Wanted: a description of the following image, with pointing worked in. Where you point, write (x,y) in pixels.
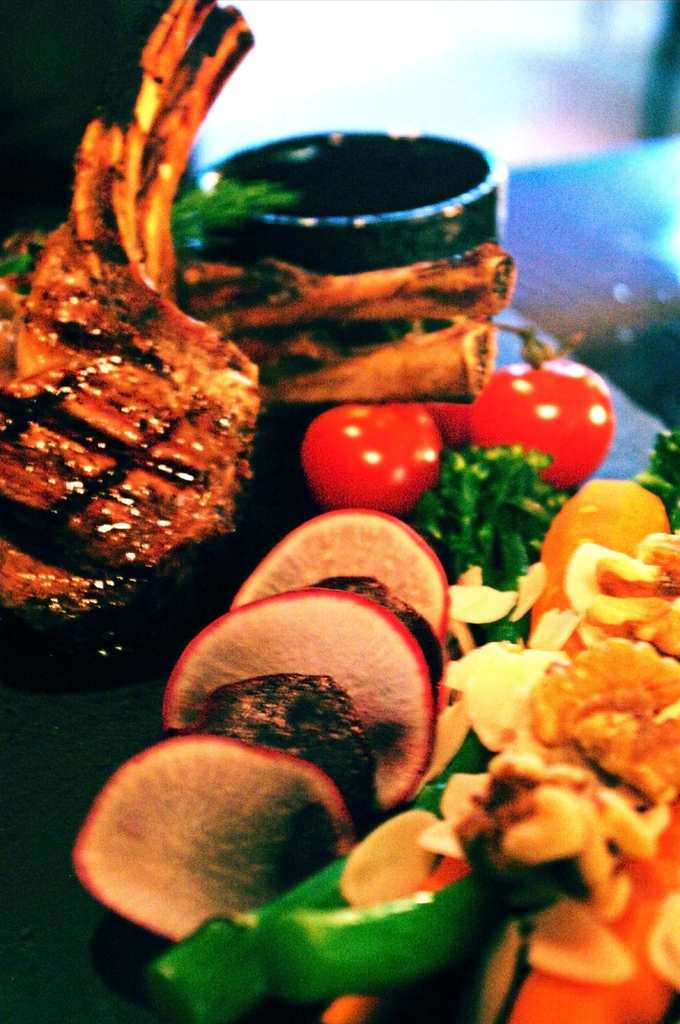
In this image I can see few food items (226,530) which are brown, black, red, green, cream and orange in color. I can see a black colored bowl (358,185) and the blurry background (507,105).
